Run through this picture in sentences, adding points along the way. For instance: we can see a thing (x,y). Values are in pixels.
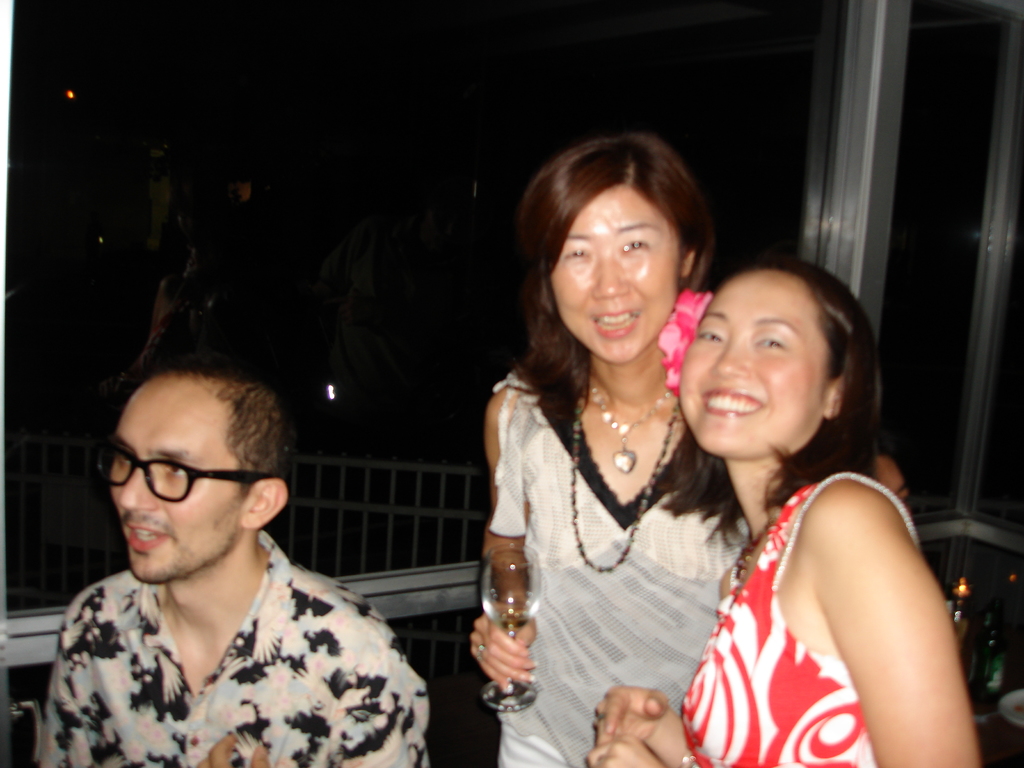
In this image we can see three people (647,518), a woman (603,550) is holding a glass (516,632) and there is a fence (325,503) and metal rods (876,241) in the background (874,131).
